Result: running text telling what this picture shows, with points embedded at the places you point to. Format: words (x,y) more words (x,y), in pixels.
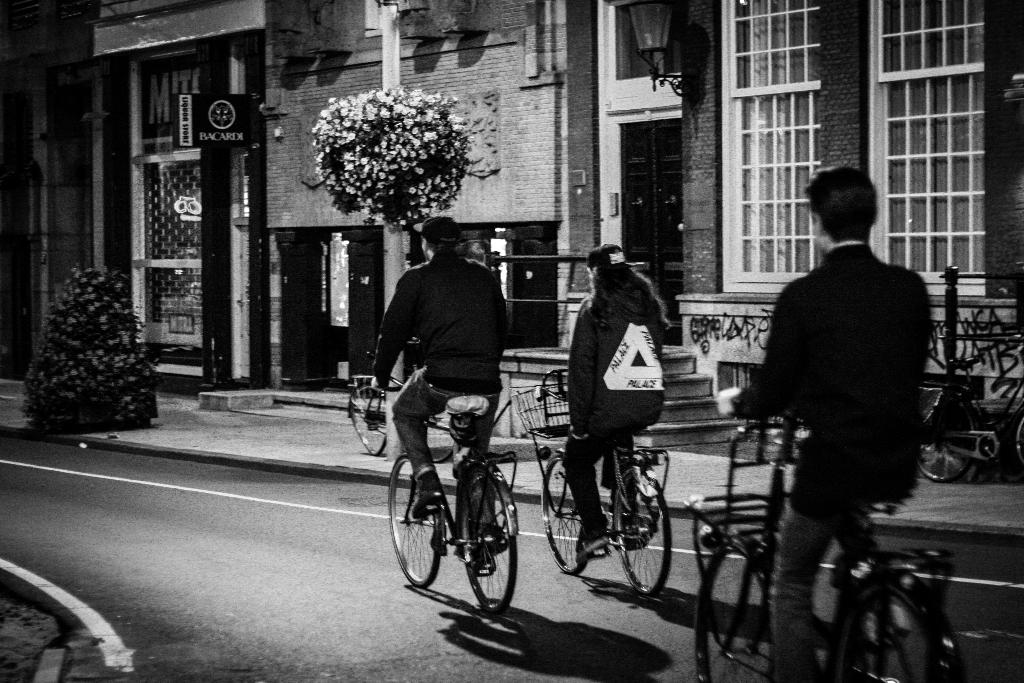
In this picture we can see three persons (722,405) on the bicycles (461,524). This is road (210,538) and there is a plant (134,337). Here we can see a building (709,108). And these are the flowers (395,122). And this is black and white picture.
